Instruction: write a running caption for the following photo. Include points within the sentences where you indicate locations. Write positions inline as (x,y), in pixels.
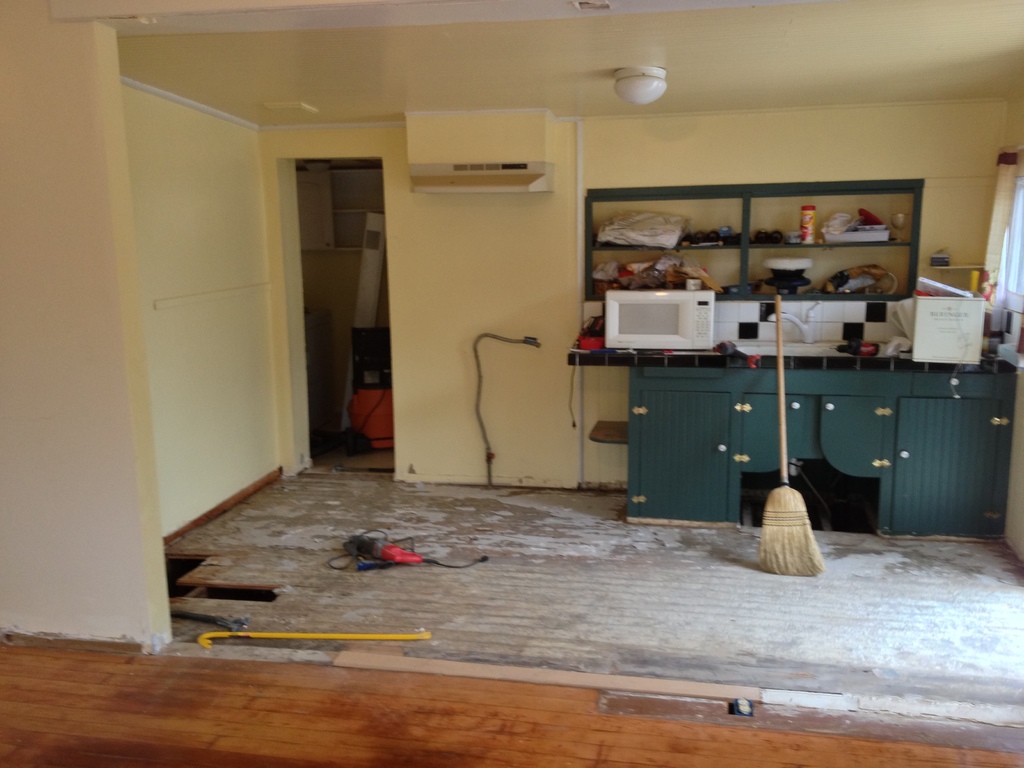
In this image in the center (617,354) there is a broom (794,490) and there is a table (789,395) which is green in colour, on the table (750,378) there is a microwave oven (687,331) and there is an object (939,333) which is white in colour. On the wall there is a shelf (786,246) and in the Shelf (694,246) there are clothes (670,240), there is a bottle (808,235) and there is an object (788,280) which is black in colour. On the left side of the wall (485,310) there is a wire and on the floor (428,572) there is an object (387,559) which is red and black in colour. On the right side (1004,235) there is a curtain (997,237) which is white in colour. On the top (655,93) there is a light (654,94).
